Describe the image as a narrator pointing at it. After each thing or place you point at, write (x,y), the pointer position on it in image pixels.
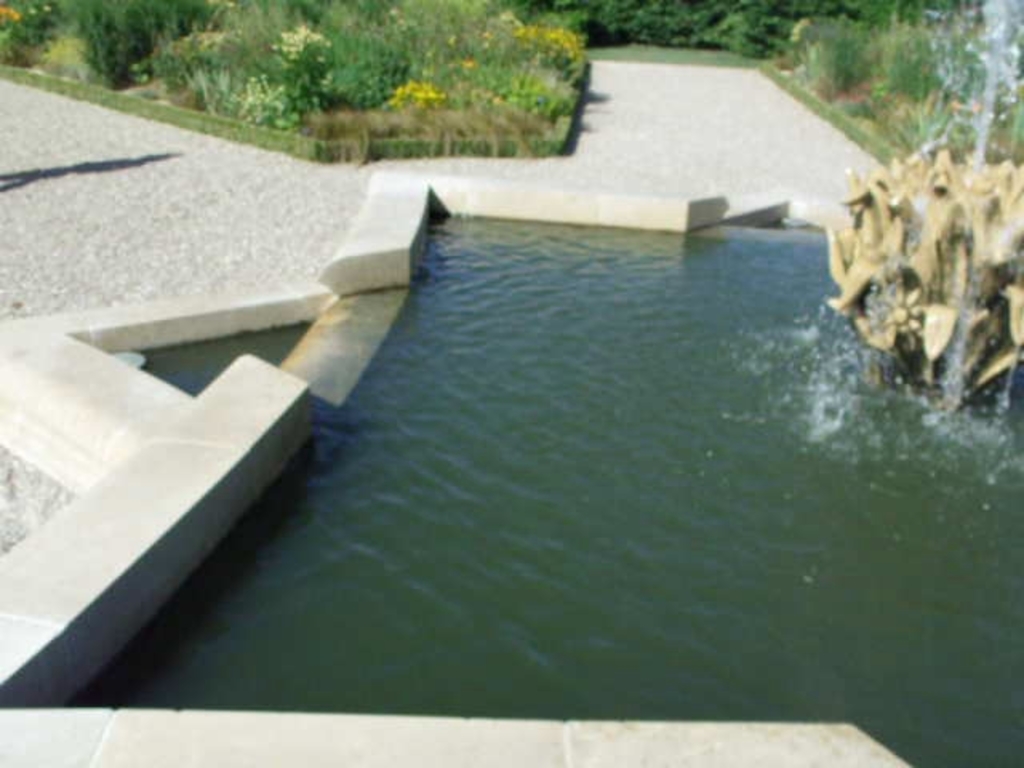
In this image, there is a fountain (488,300). There are some plants (504,16) beside the path (327,164).
